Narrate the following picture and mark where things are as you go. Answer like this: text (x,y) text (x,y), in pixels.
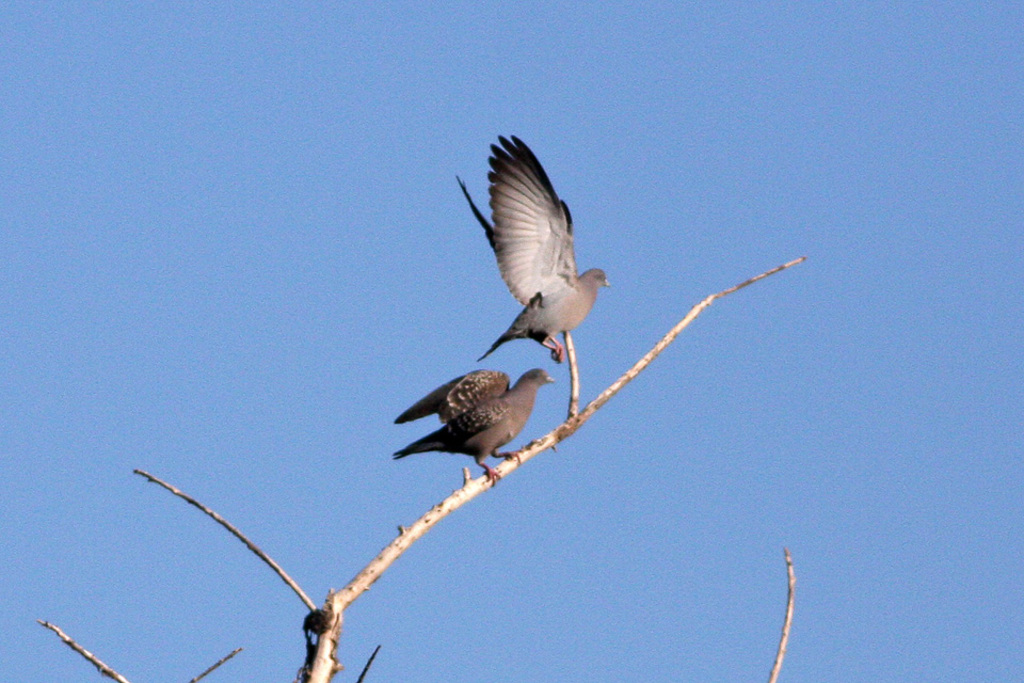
In this image I can see two birds (457,428) on the dry branch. They are in grey and white color. The sky (705,278) is in blue color.
